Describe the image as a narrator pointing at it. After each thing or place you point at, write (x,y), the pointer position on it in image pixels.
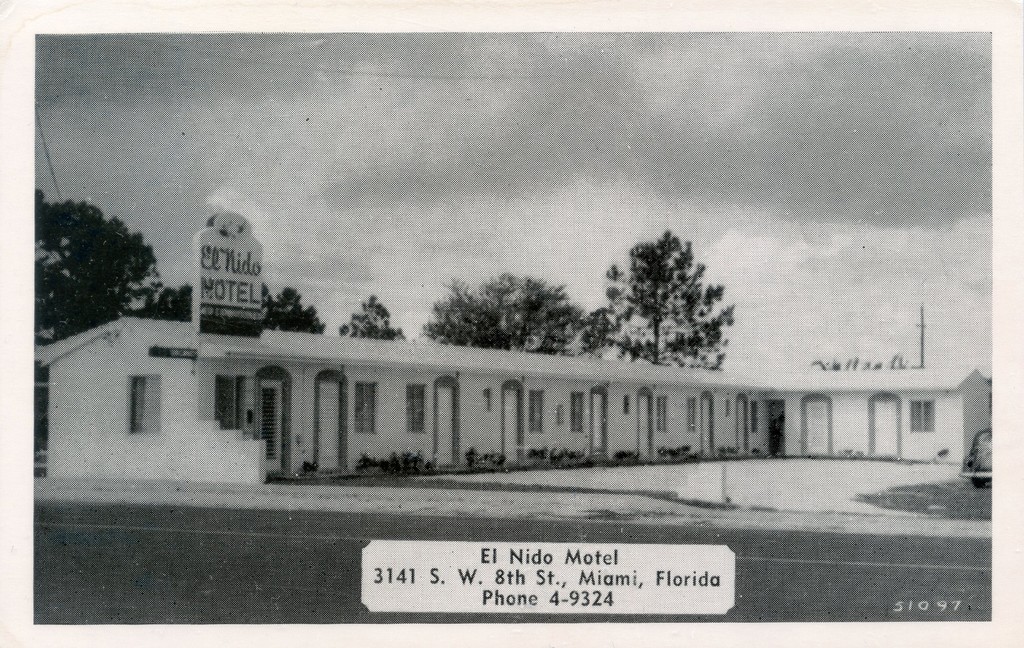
This is a black and white pic photography. In the photo we can see a building (234,425), doors (330,393), windows (407,399), trees (42,279), name board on the building (182,472) and clouds (586,106) in the sky (542,124). On the right side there is a car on the ground (98,532). At the bottom (374,551) we can see text (498,600) written on a board (500,560).
